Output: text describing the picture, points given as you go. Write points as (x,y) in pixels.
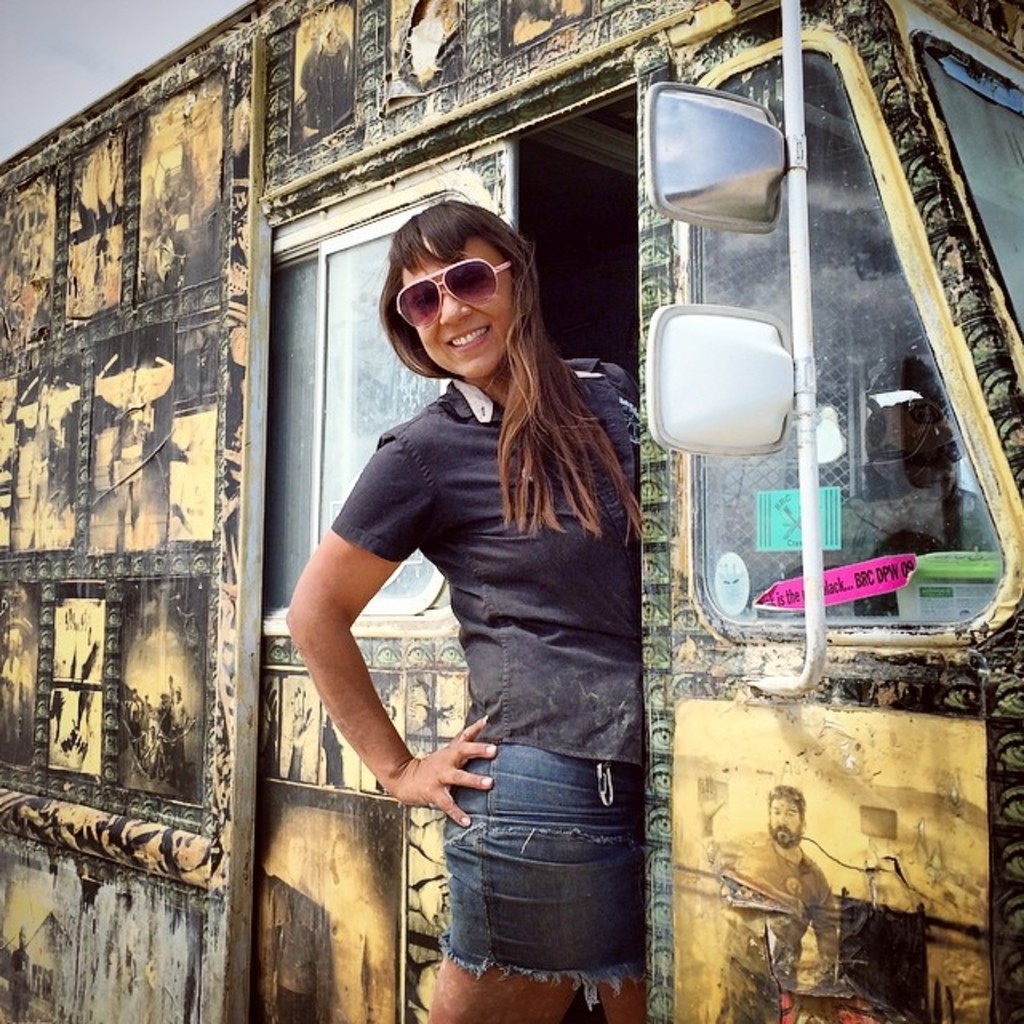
In the center of the image (657,663) we can see one vehicle (270,153). And we can see one person (615,774) is standing near the door (345,902) of a vehicle (214,552) and we can see she is smiling and she is wearing glasses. And we can see a few posts (740,787) and some objects (735,334) on the vehicle (707,795). In the background (77,65), we can see the sky (58,78).
